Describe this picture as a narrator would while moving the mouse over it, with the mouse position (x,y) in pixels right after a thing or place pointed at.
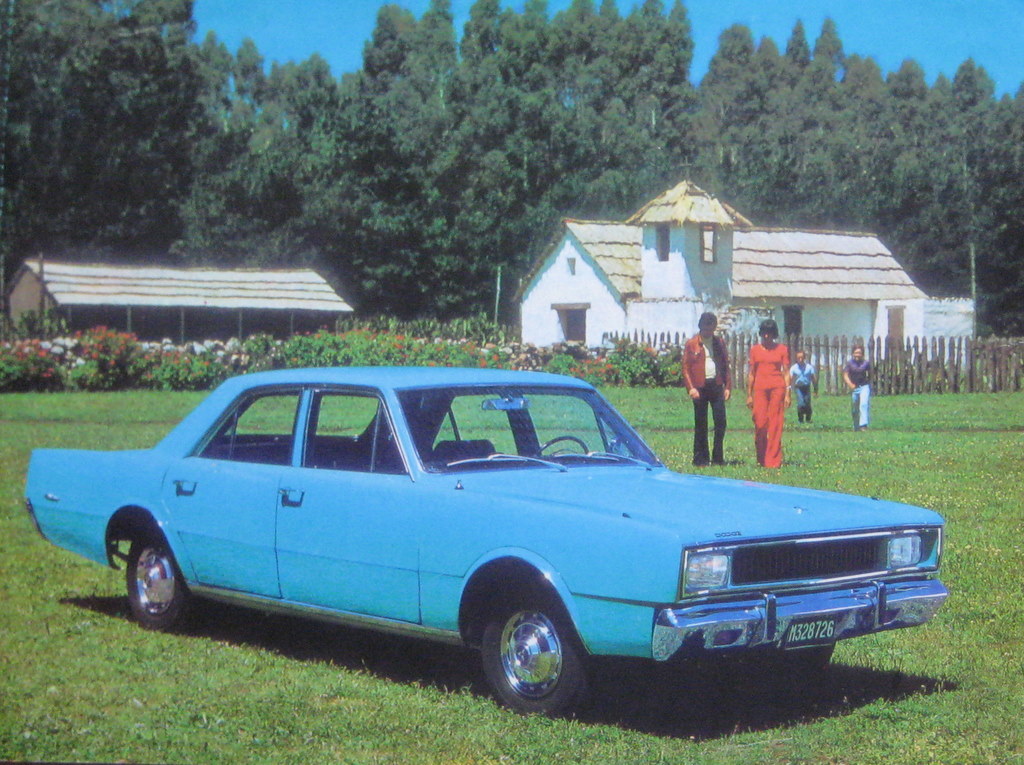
In this image I can see buildings (765,254) with rooftops (750,250). Also there are four persons (793,365), a vehicle (446,556), grass (351,691), plants (377,331), flowers (405,356), trees (854,106), wooden fencing (983,371) and in the background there is sky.
